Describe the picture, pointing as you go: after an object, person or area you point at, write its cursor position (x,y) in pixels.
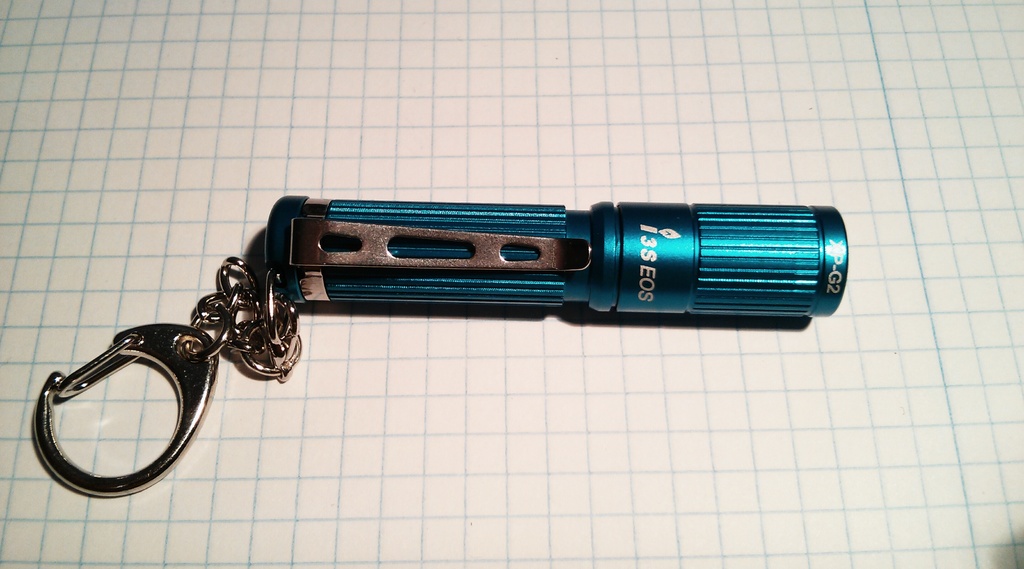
In this image I can see a blue color key-chain (539,286) on the white surface (598,453).
